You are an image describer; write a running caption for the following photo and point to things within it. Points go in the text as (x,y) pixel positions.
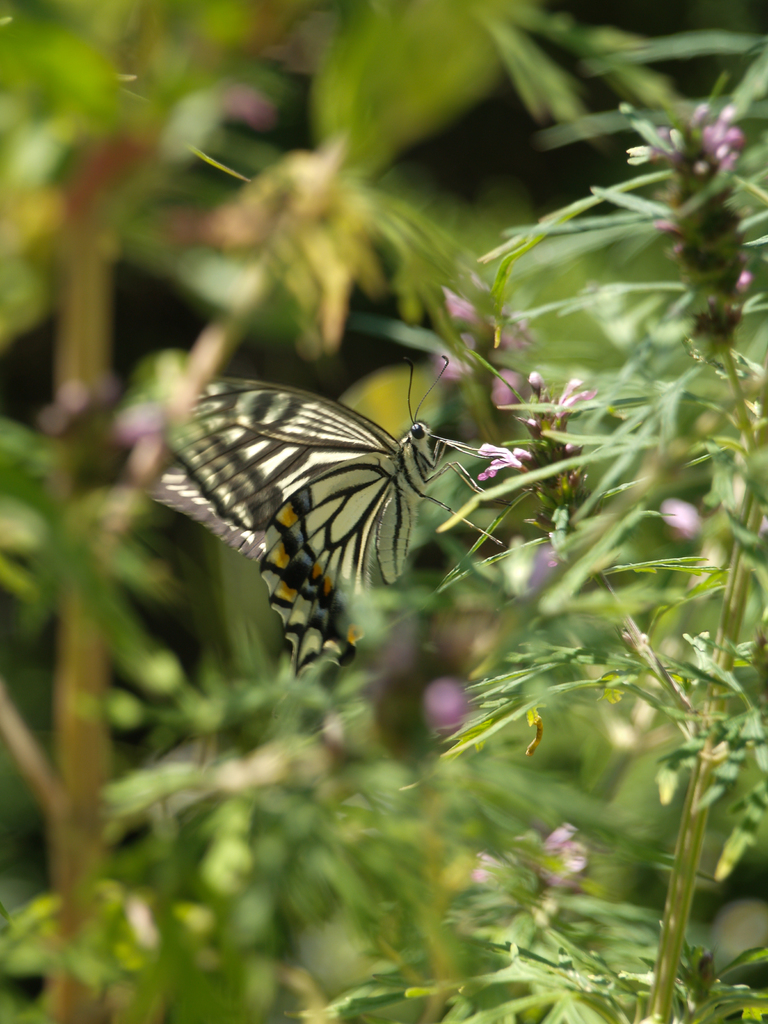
In this image we can see few plants (578,549) and a butterfly (370,493).
